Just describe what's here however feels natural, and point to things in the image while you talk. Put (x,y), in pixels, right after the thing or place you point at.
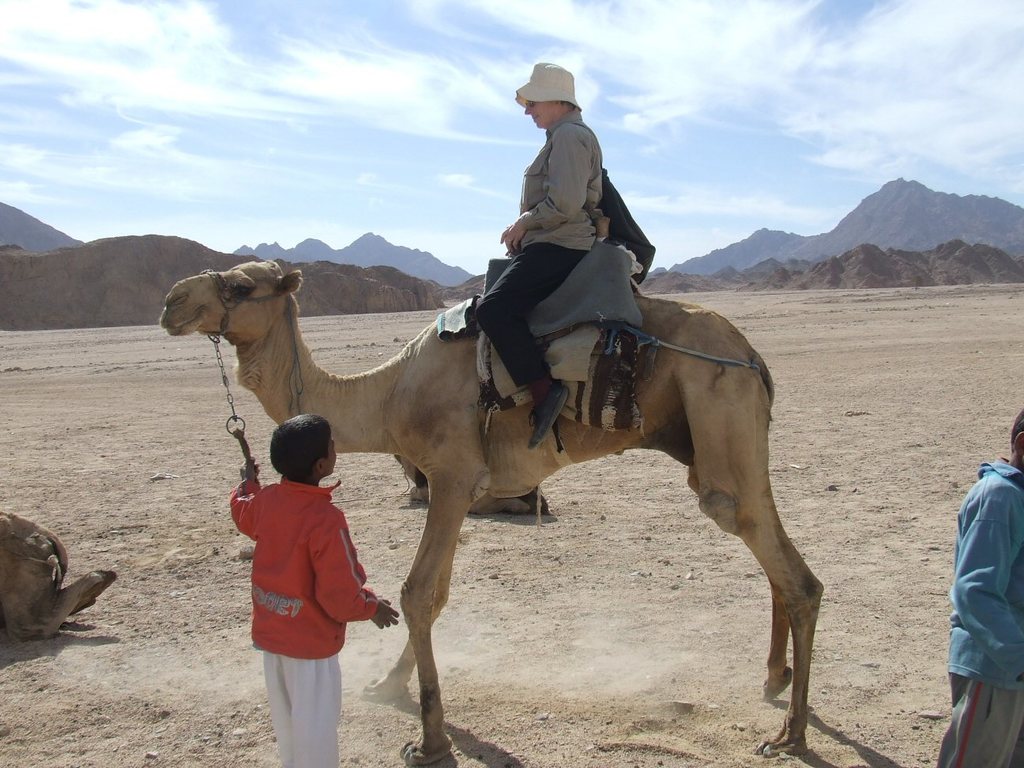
This is an outside view. Here I can see a person (528,300) is sitting on the camel (445,408). At the back (15,578) I can see two more camels (411,473) are sitting on the ground (147,639) and two persons (317,591) are standing. In the background (944,241) there are some hills (914,222). At the top (400,104) I can see the sky (276,105) and clouds (275,101).
